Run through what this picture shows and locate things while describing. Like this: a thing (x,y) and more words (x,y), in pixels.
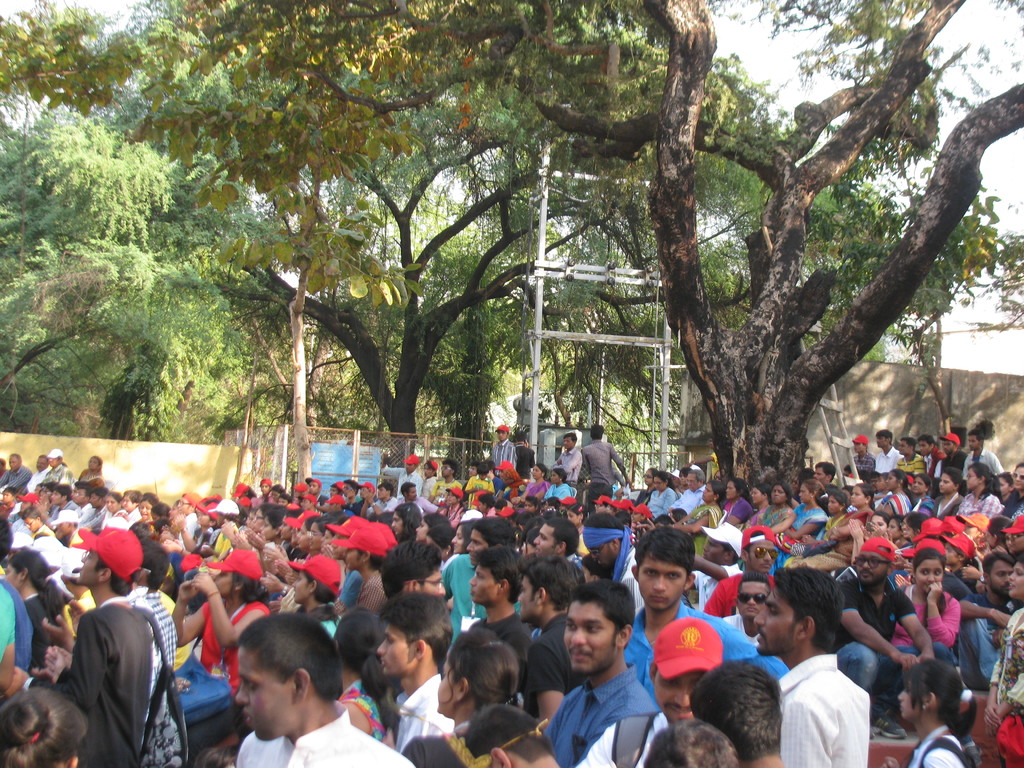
In this image there is the sky (771,64) towards the top of the image (758,58), there are trees (555,225), there is an electric transformer (636,284), there is a fence (433,440), there is a wall (952,372) towards the right of the image (935,400), there is a wall (154,454) towards the left of the image (105,450), there is a ladder (830,410), there are group of persons (837,532), they are wearing caps (302,570), they are wearing bags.
